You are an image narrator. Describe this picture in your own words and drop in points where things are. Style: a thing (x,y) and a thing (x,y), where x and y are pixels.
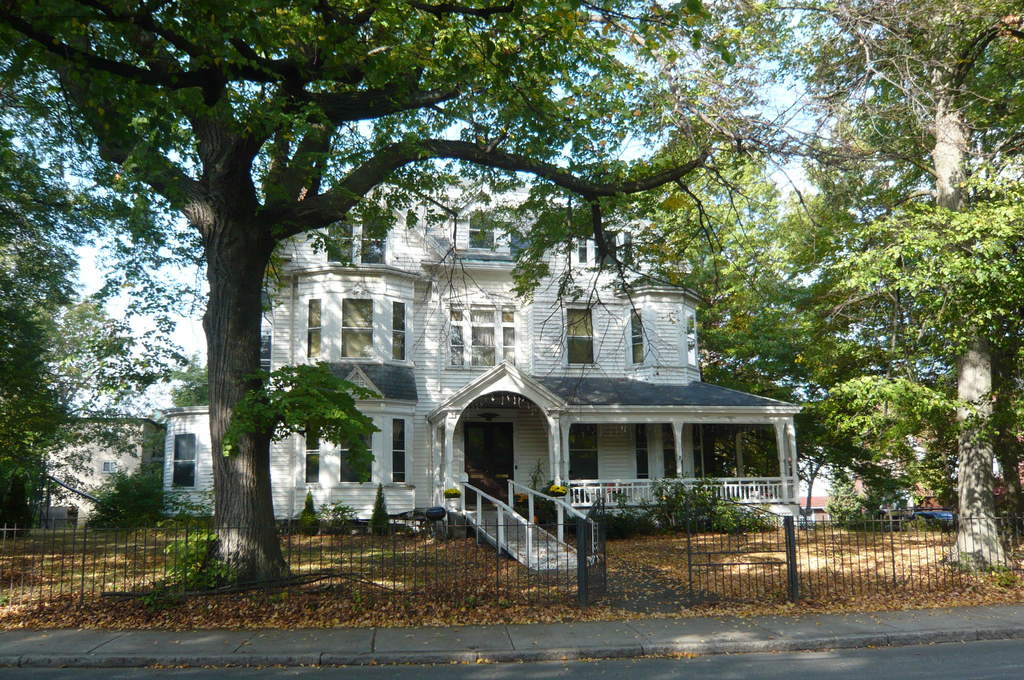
In this image we can see a building (458,419) with group of windows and a fence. In the background (912,330), we can see a group of trees (228,298) and the sky (190,322).
